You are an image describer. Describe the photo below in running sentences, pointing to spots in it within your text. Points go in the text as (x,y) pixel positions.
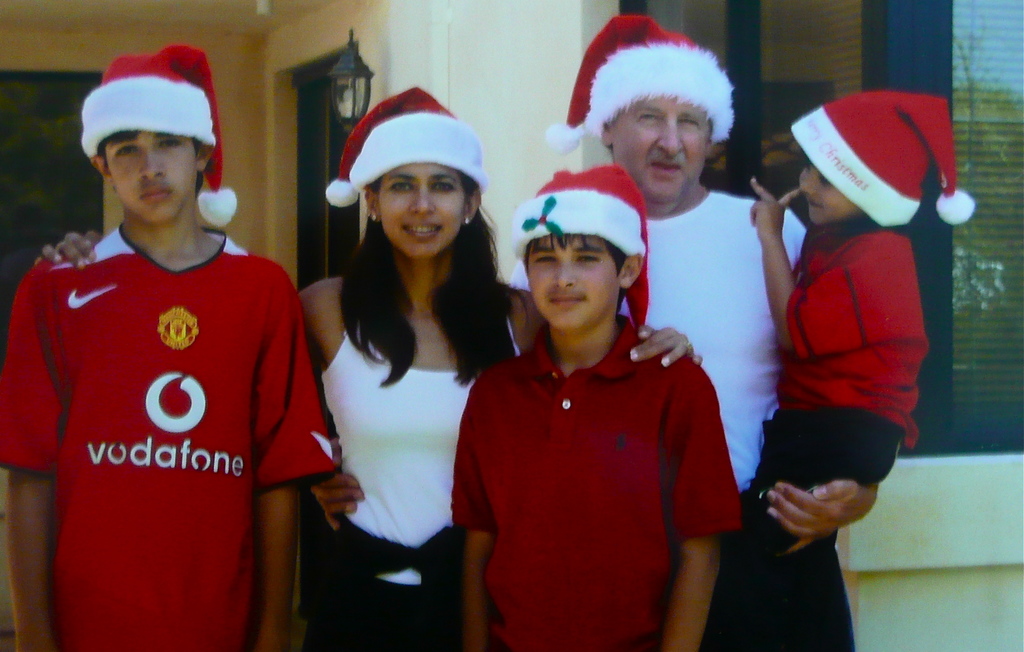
In this image there are people (451,442) standing, in the background (91,22) there is a house (857,28).
